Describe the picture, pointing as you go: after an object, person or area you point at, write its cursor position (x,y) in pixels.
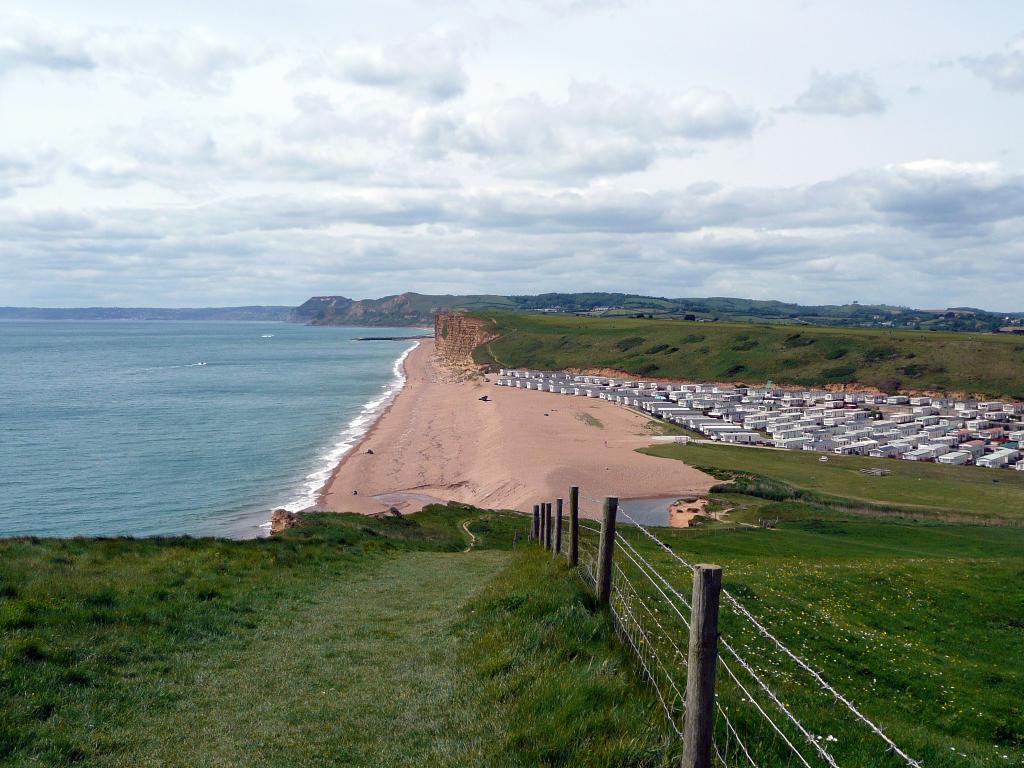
In this image there is fence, grass (719,362), houses (670,387), water (261,360), trees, hills (573,345), and in the background (341,188) there is sky (458,163).
